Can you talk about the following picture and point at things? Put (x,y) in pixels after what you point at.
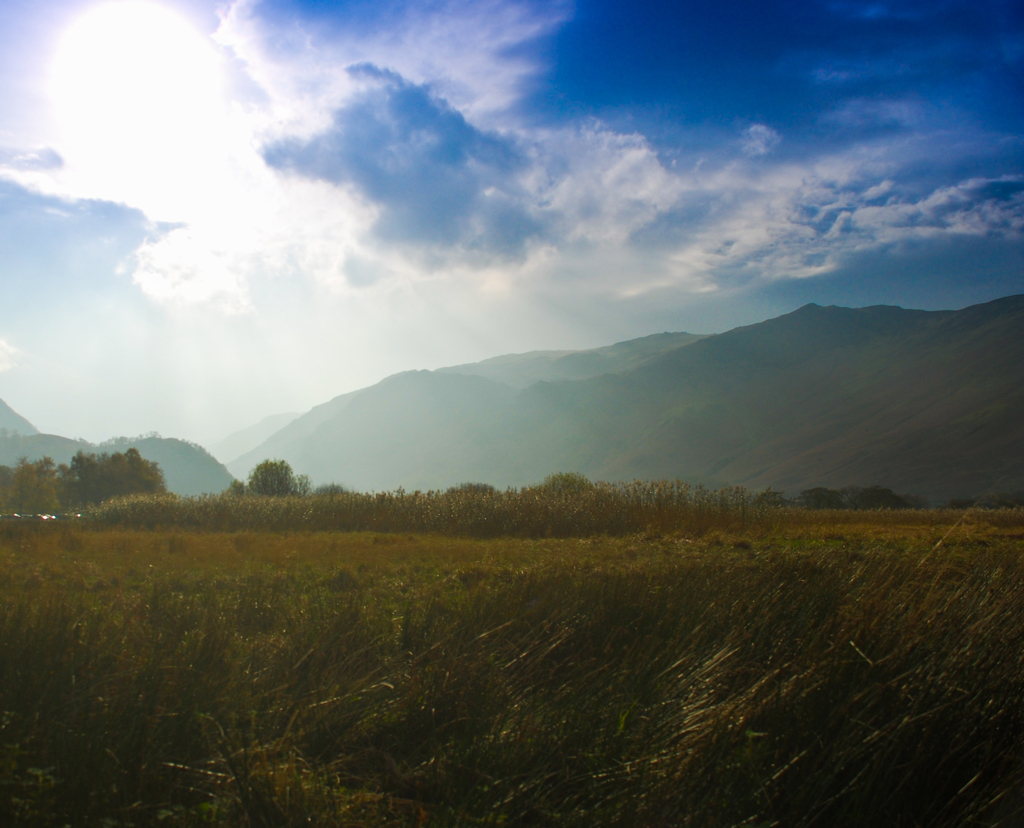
In this image at the bottom (441,595) there are some plants (851,608) and grass (733,586), and in the background (678,385) there are mountains (214,459) and trees (158,475). At the top (528,191) there is sky (625,207).
